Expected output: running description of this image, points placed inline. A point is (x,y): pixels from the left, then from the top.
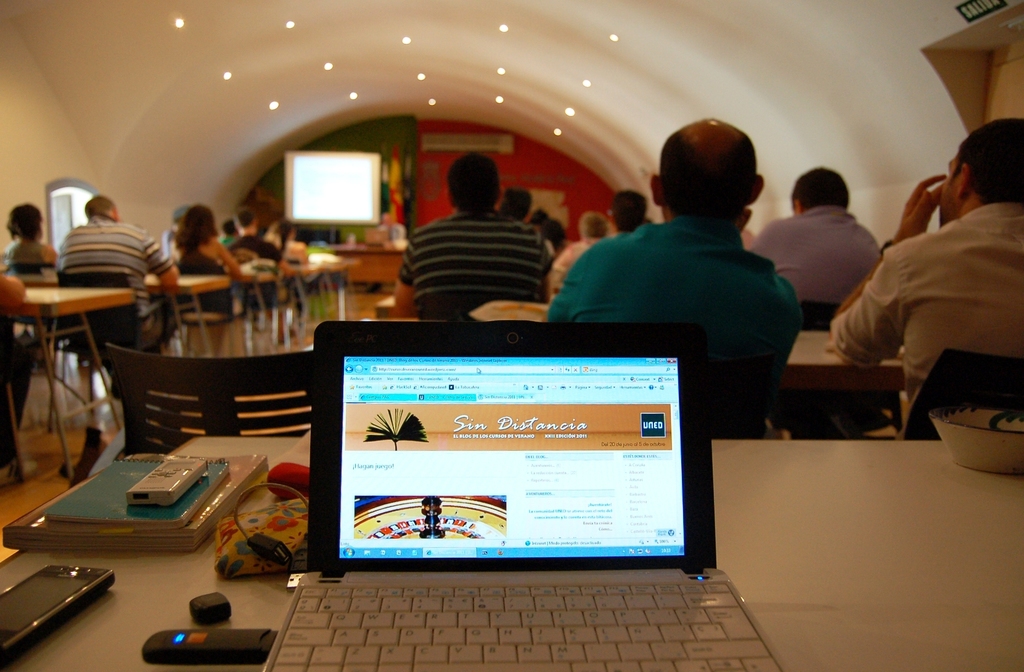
In this picture we can see laptop (418,485), mobile (66,603), books (142,544) which are on table (866,542), there are some persons (519,292) sitting on chairs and in the background of the picture (335,209) there is projector screen (321,209).
